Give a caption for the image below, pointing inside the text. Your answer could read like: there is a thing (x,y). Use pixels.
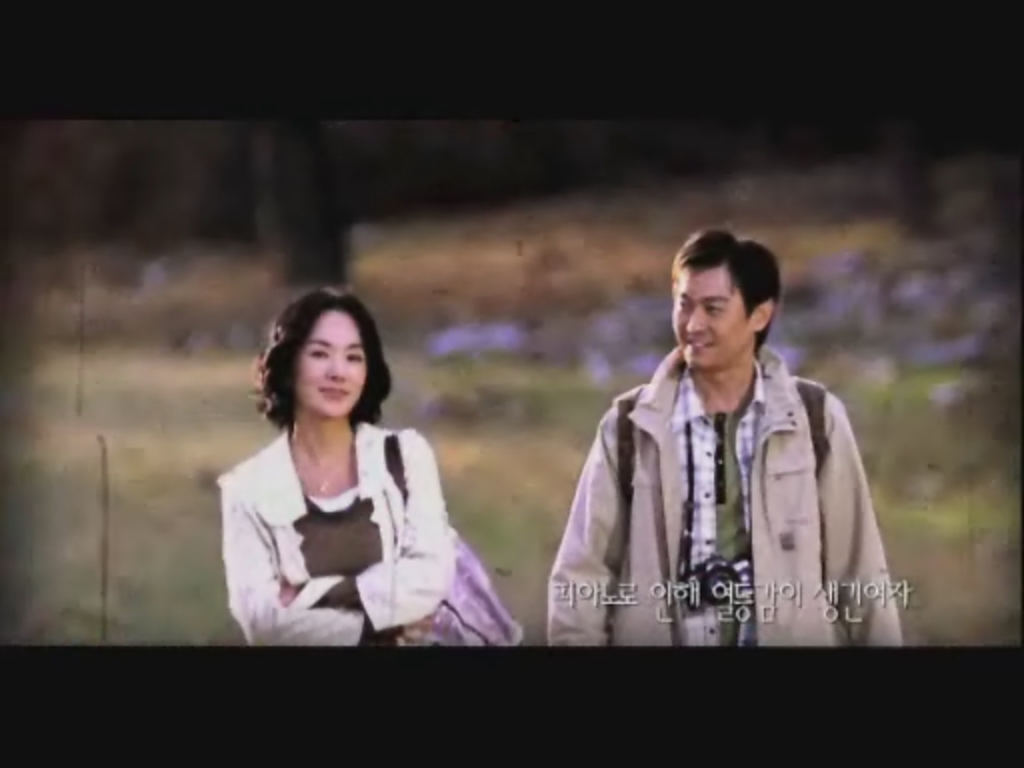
In this image we can see two persons (450,528) standing, woman (445,527) is wearing a handbag (455,572) and man (751,447) is wearing a backpack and a camera (714,559) with blurry background (144,480).
